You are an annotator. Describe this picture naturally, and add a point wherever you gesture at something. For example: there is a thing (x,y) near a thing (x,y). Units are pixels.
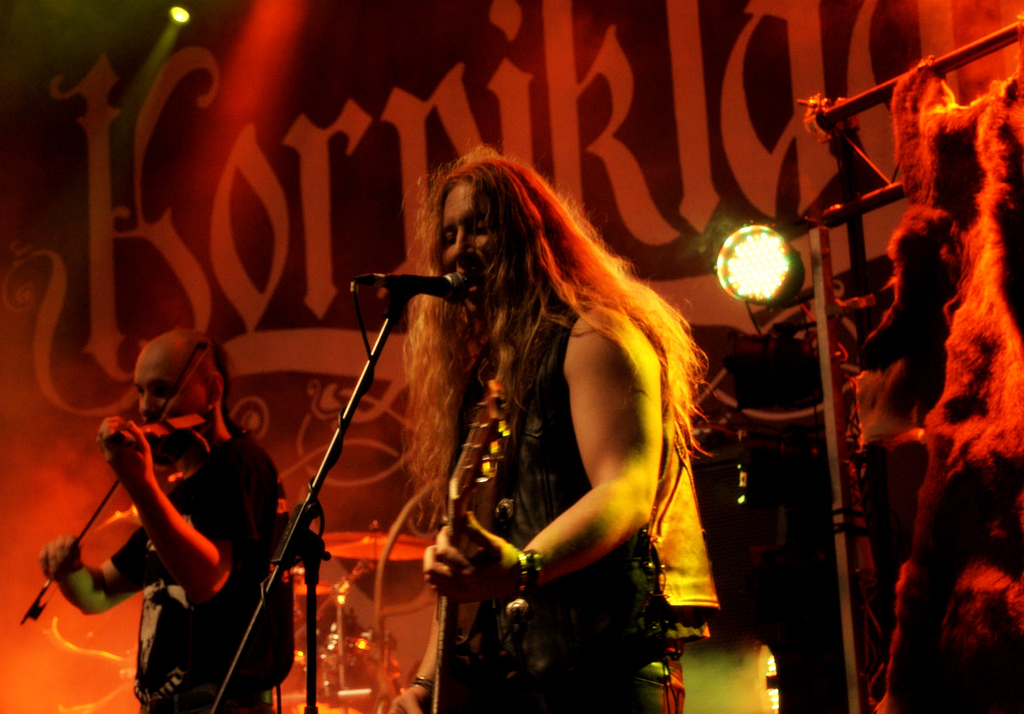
In this image, we can see a few people (503,262). We can see some microphones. We can see objects (796,264) like lights (781,261), metal rods (825,259), musical instruments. In the background (632,167), we can see the poster (203,244) with some text (223,264).
